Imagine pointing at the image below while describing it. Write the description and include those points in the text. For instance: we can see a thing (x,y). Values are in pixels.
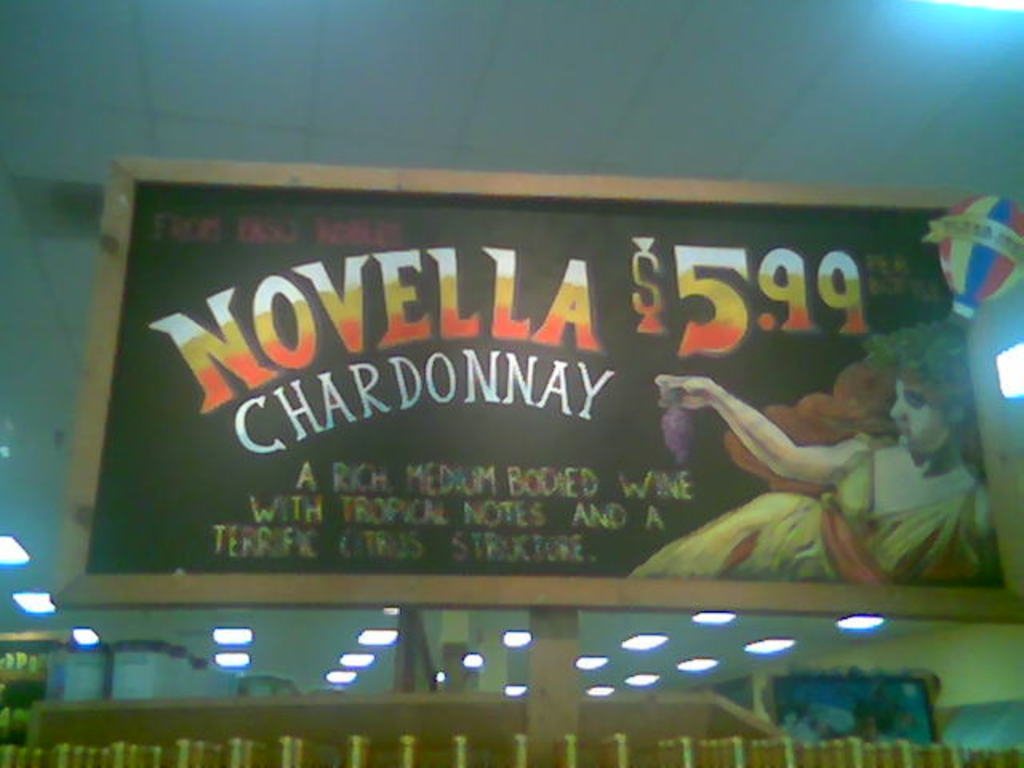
In this image we can see there are shelves (66,716), in that there are boxes (84,667) and some objects (17,708). And there is a board (222,357) with person image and a text (237,353). And at the top (535,143) there is a ceiling (669,657) and lights (353,660).
